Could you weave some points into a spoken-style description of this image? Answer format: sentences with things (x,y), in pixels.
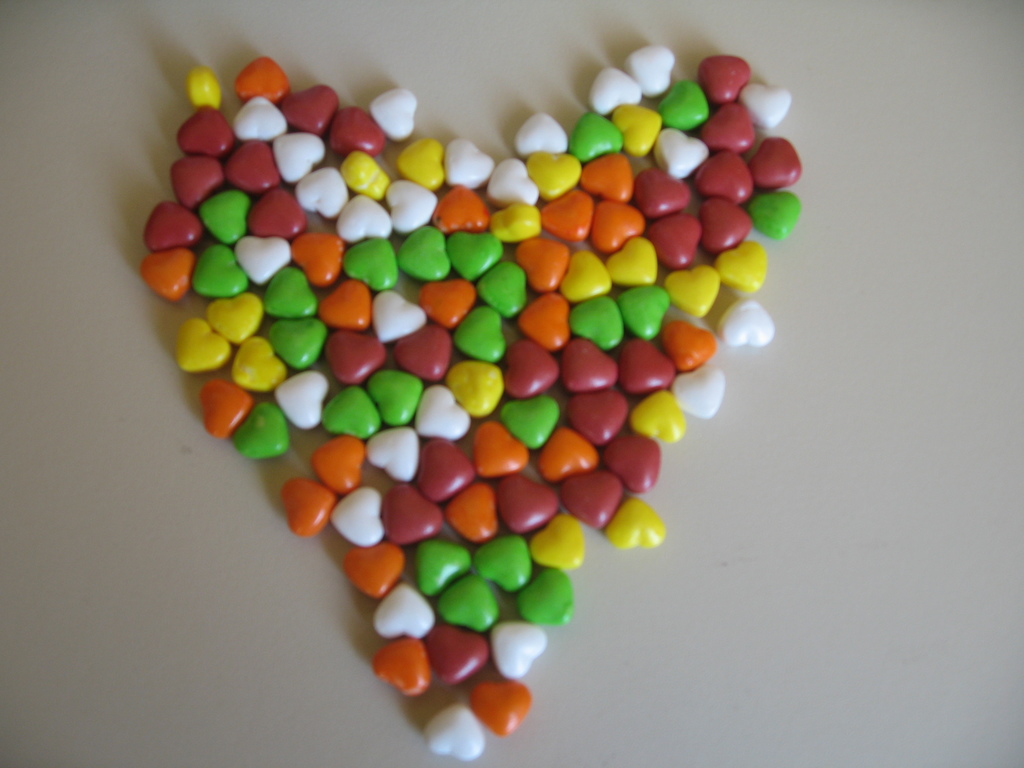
In this picture we can see chocolate gems (436,476).
